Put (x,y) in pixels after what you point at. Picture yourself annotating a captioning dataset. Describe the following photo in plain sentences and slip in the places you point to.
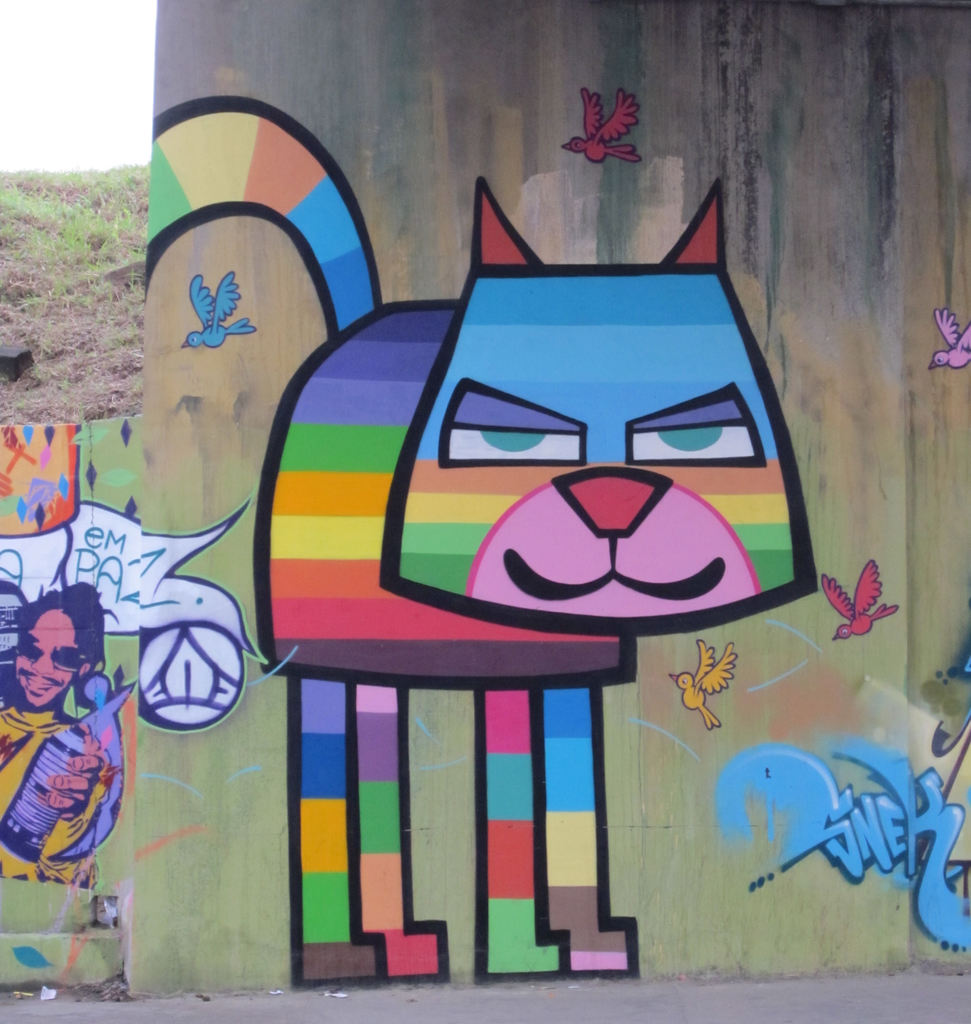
In the picture I can see a wall (372,657) which has a painting (196,623) of a person (103,774), a cat (352,643), birds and some other things (1,446). In the background (100,232) I can see the grass (92,241).
